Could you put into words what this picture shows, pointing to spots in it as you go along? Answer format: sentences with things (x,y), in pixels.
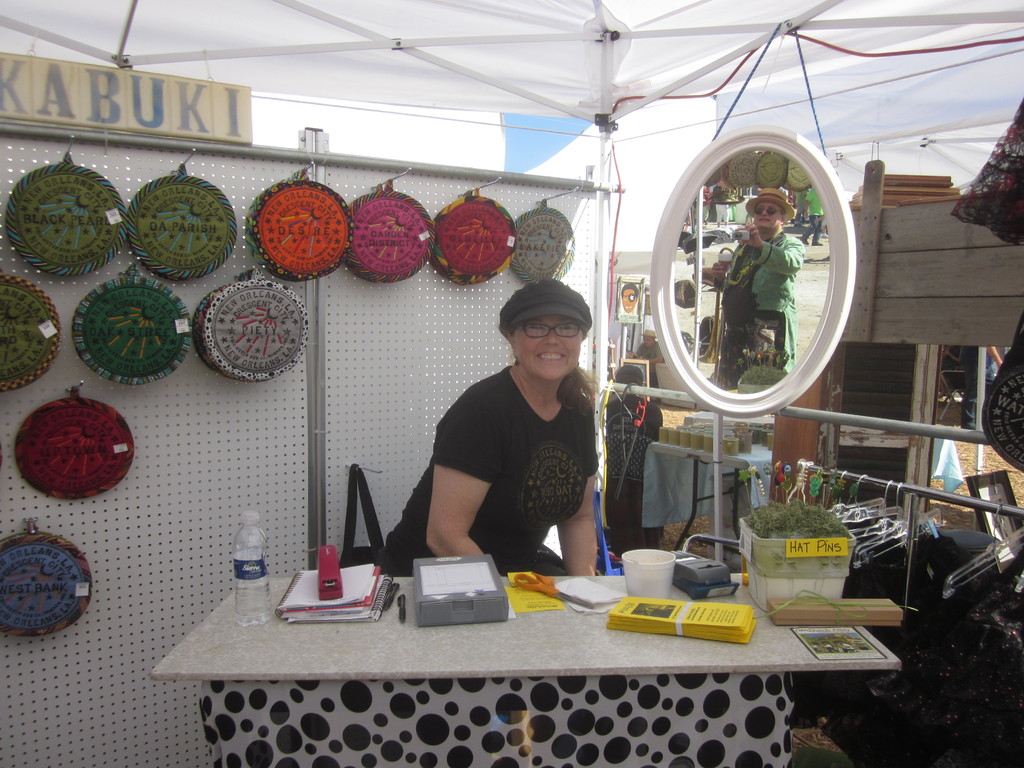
Here we can see a woman (453,521). She has spectacles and she is smiling. This is table (428,698). On the table (479,663) there papers (367,574), pen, bottle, box (424,618), and a device (706,592). This is mirror (710,327). In the mirror (788,349) we can see the reflection (792,245) of a person (784,321). In the background (65,255) we can see a board (199,112), sky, and objects (245,307).
